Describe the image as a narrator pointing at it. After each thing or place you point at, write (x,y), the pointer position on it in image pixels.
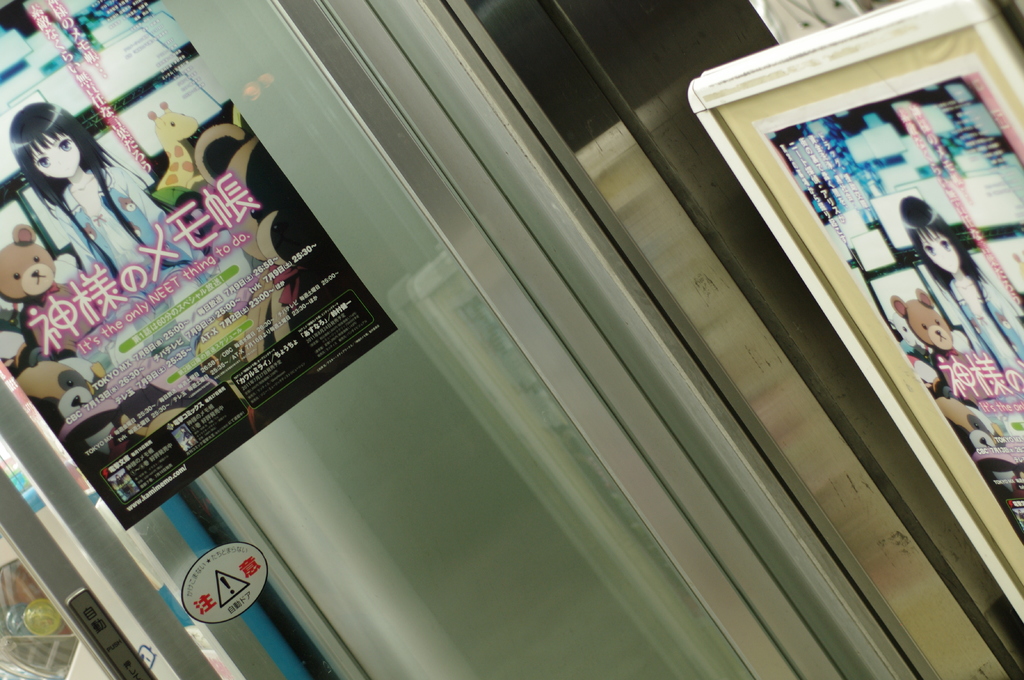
In the foreground of this image (296,494), there are posters (255,339) to the glass wall (455,462) and a frame (815,77) on the right (815,64).
